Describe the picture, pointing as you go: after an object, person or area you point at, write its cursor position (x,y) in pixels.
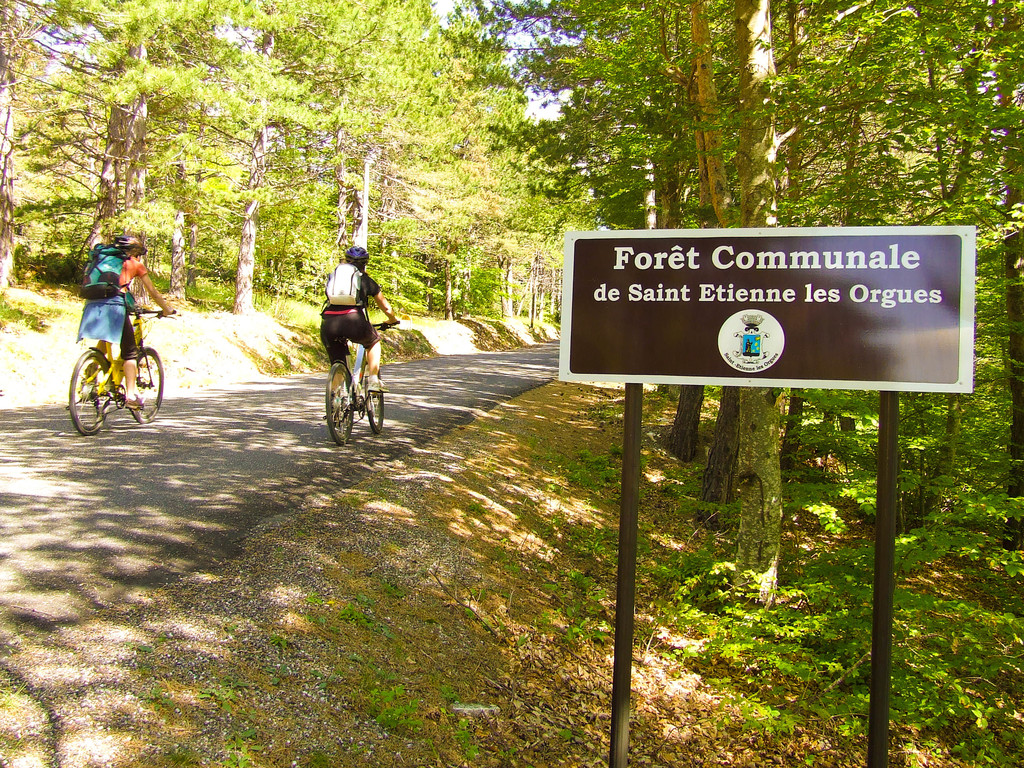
In this image we can see two persons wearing the bags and riding the bicycles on the road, there are poles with a board (590,305), on the board (604,279), we can see some text (897,251) and an image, also we can see the trees (852,106) and the sky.
